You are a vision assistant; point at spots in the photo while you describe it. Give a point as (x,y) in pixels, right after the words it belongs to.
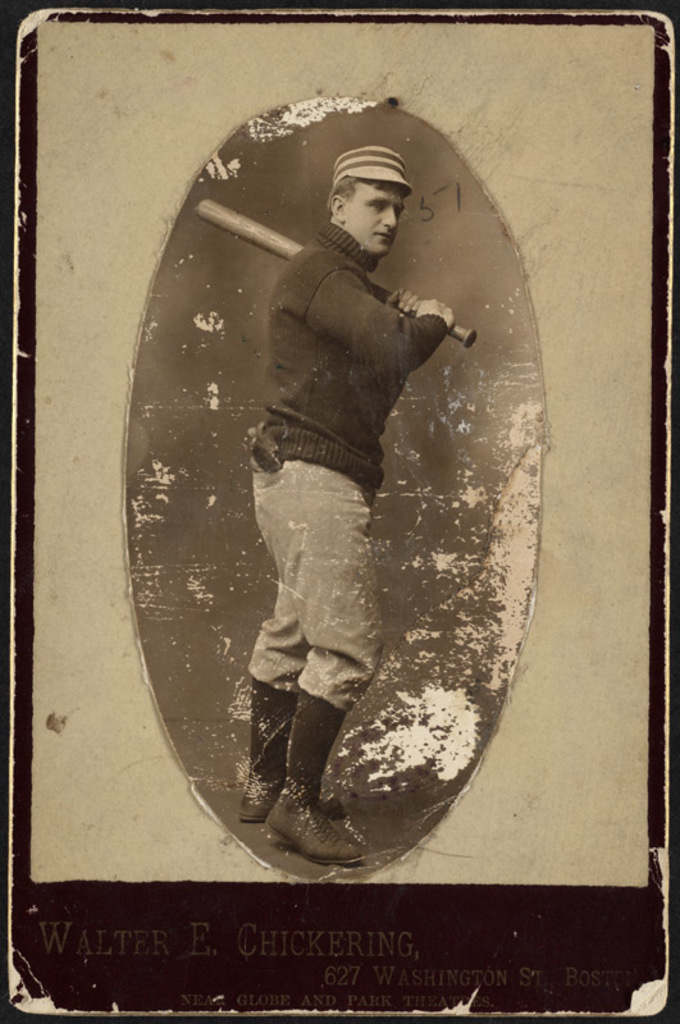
In this picture we can see a person (301,319) on the paper (232,836) and on the paper (268,941) it is written something and the person (371,459) is holding a baseball bat (212,209).
